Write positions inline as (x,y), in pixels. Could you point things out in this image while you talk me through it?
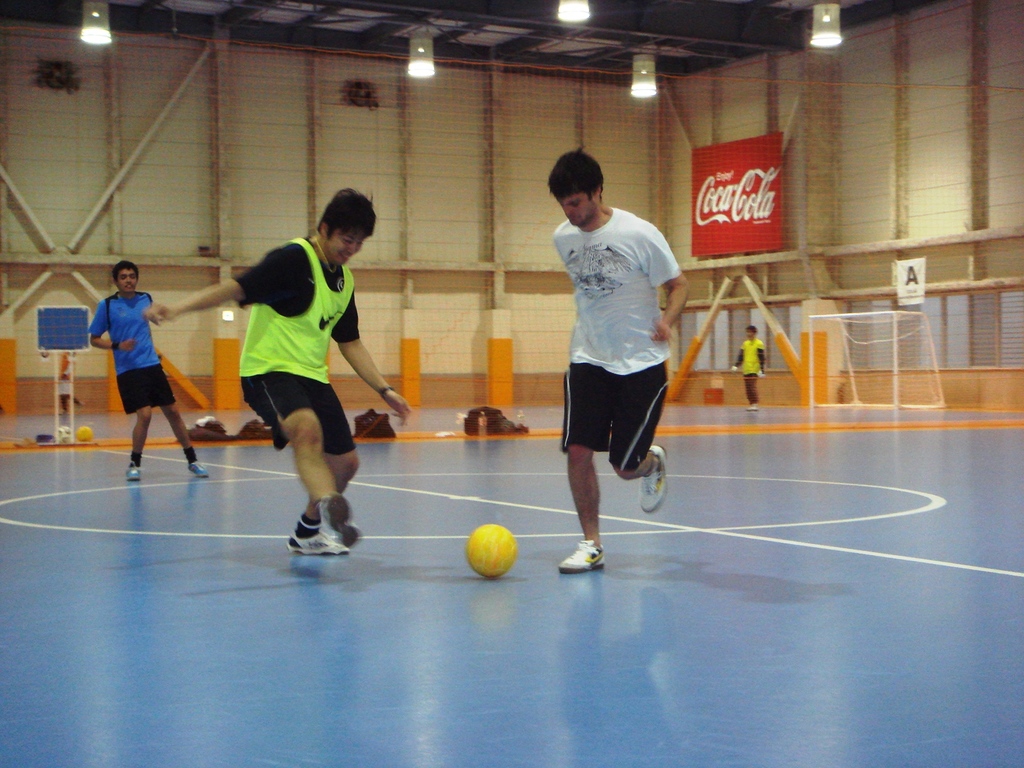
In this image there are three person (151,386) are playing in the ground (287,481) as we can see in middle of this image (434,462) and there is a ball (505,566) on the floor (540,576) in the bottom of this image (496,547). There is a wall (514,251) in the background (408,254) and there are some lights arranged on the top of this image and there is a goal stand (876,354) on the right side of this image (879,341).
